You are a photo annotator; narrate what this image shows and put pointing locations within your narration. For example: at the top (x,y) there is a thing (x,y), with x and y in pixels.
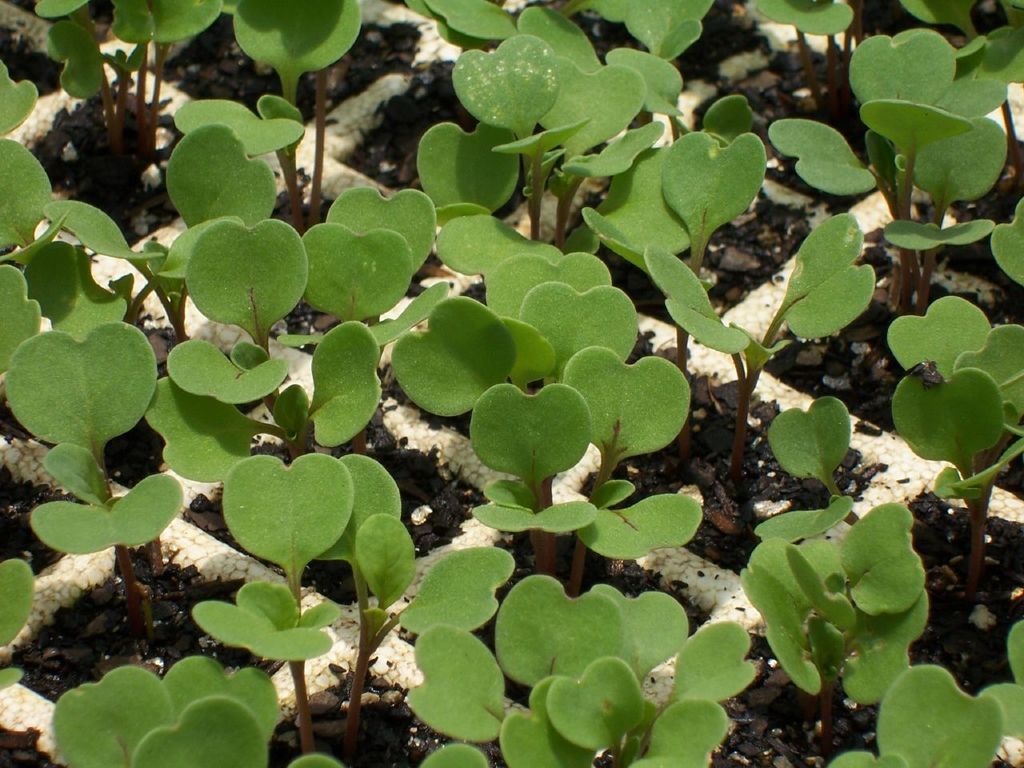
In the image there is a planting grid (271,576) with soil (109,652) and plants (523,510).
